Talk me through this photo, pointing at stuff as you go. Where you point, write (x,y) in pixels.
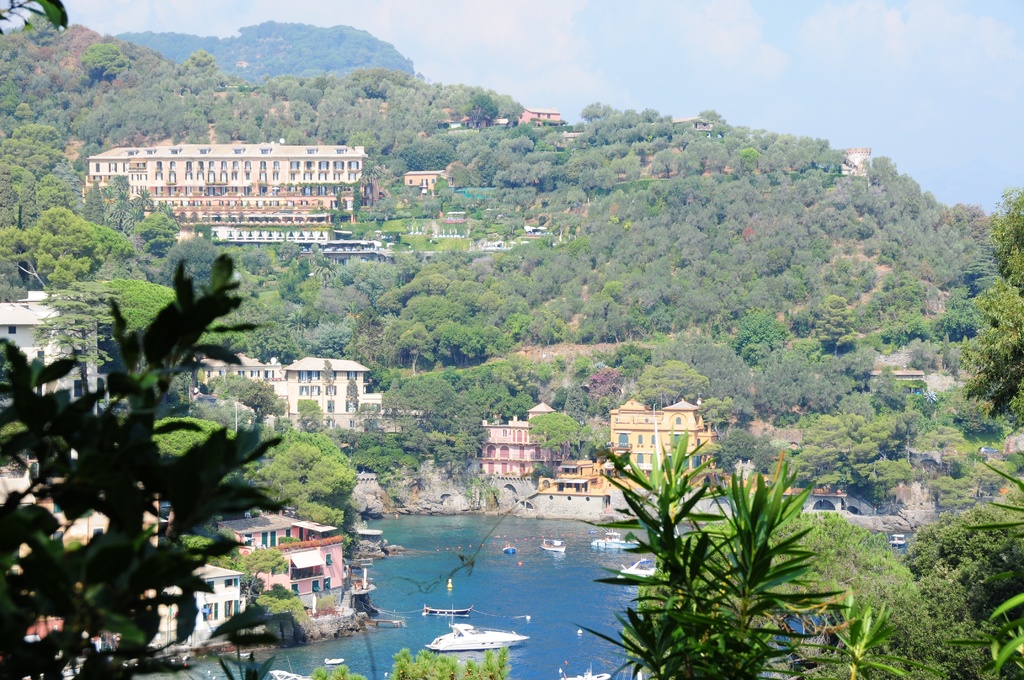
In this image we can see the forest mountains (721,298). There are many buildings (314,209) in the image. There is a sea (528,608) and few water crafts (507,637) moving on it.
